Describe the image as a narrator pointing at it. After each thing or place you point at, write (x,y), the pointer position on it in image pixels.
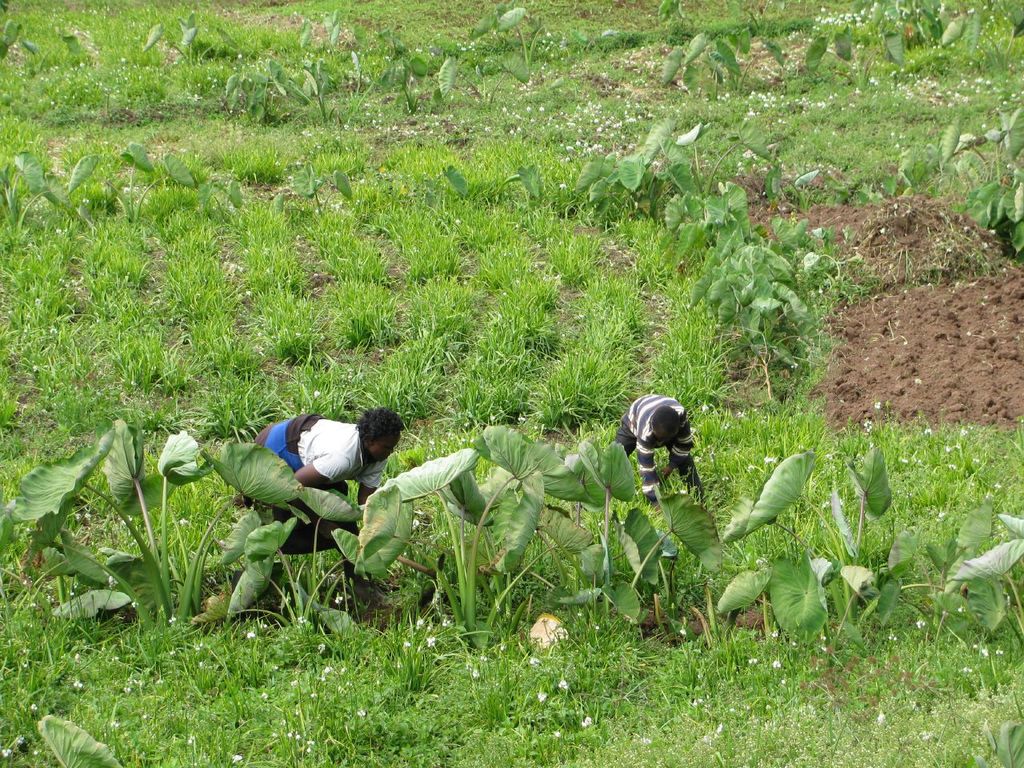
In this image there are two persons (314,421) bending, there is a person (307,438) holding an object (410,558), there is soil (940,330) towards the right of the image (863,270), there are plants (681,528), there is grass (598,665), there are flowers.
